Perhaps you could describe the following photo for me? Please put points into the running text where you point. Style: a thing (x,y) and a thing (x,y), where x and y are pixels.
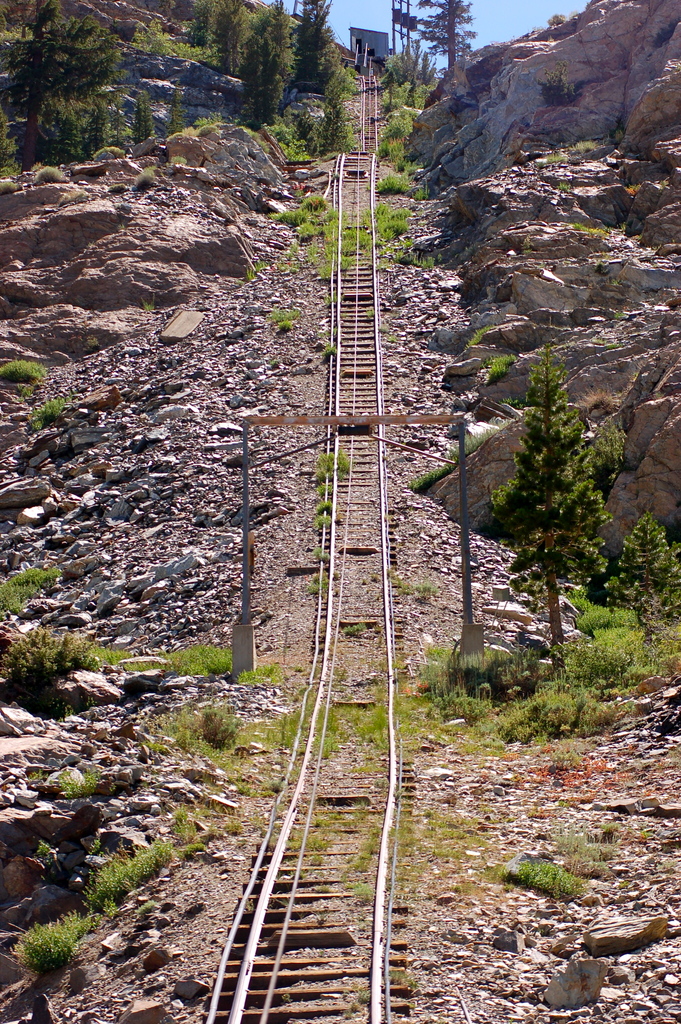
It might be the wooden stairs (366,509) or track (298,1011). In the center (325,414) I can see the mountain (229,364). At the top of the mountain (656,7) I can see the board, poles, trees (400,62), plants (340,81) and grass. At the top (335,13) I can see the sky (345,3).
